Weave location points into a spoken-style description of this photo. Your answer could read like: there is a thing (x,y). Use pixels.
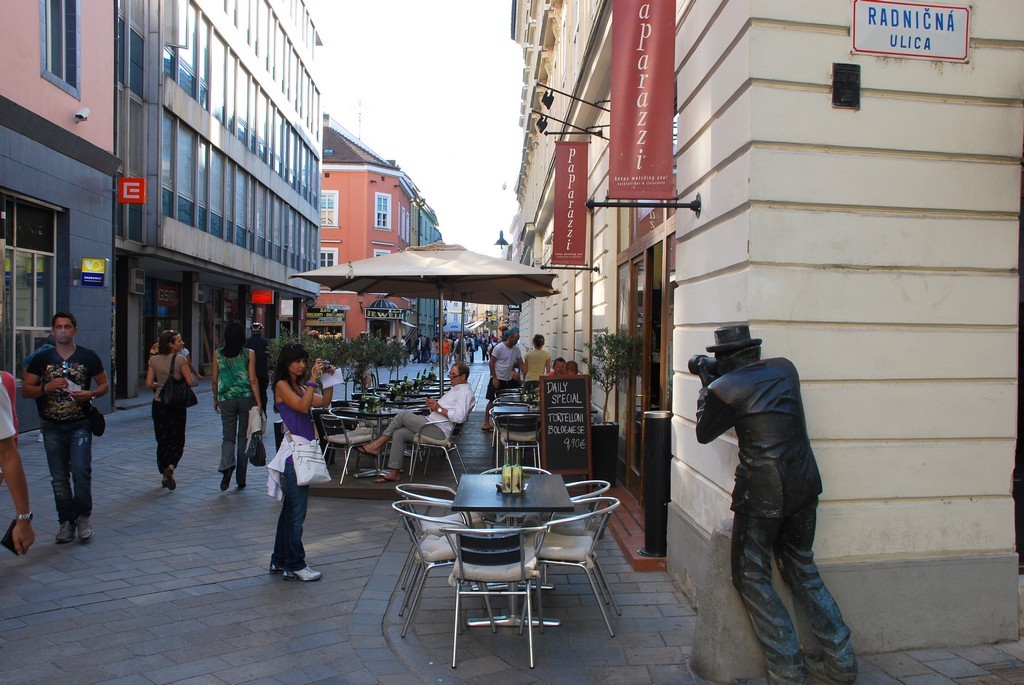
In this picture we can see some group of people (228,411) where some are walking on road (333,521) and here woman (312,414) taking picture of statue (727,386) and some are sitting on chair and here it is umbrella (423,259) and in background (368,226) we can see building (399,192) with windows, banners (582,180) and on table (506,500) we can see some bottles (515,484).
